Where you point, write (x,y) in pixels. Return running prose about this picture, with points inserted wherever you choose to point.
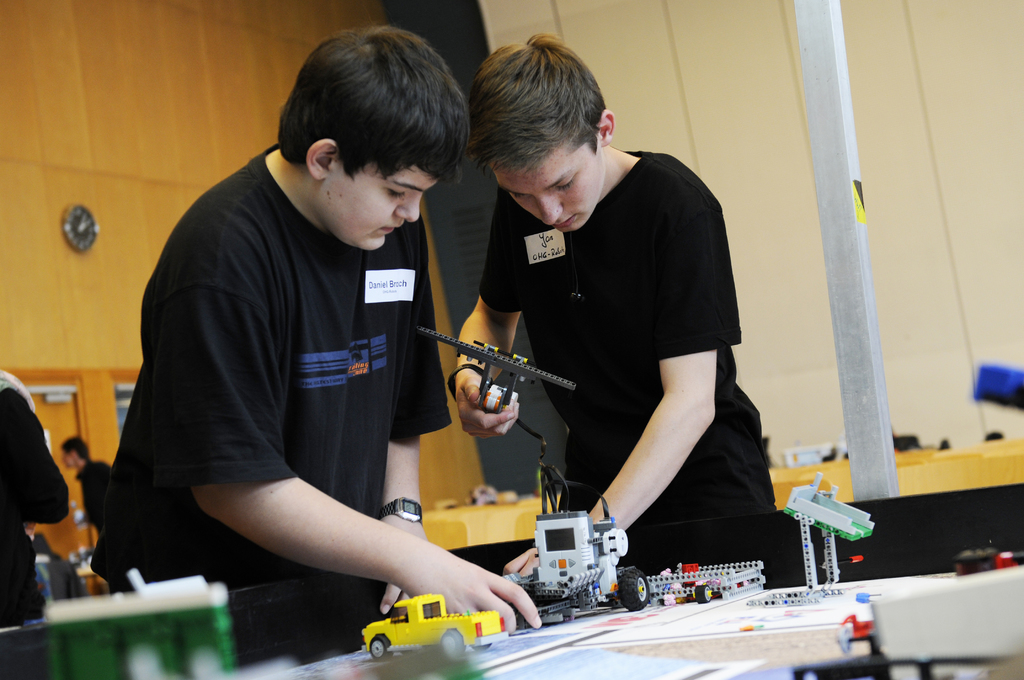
In this picture this young age children (158,376) are operating some toys (450,388) over here.
